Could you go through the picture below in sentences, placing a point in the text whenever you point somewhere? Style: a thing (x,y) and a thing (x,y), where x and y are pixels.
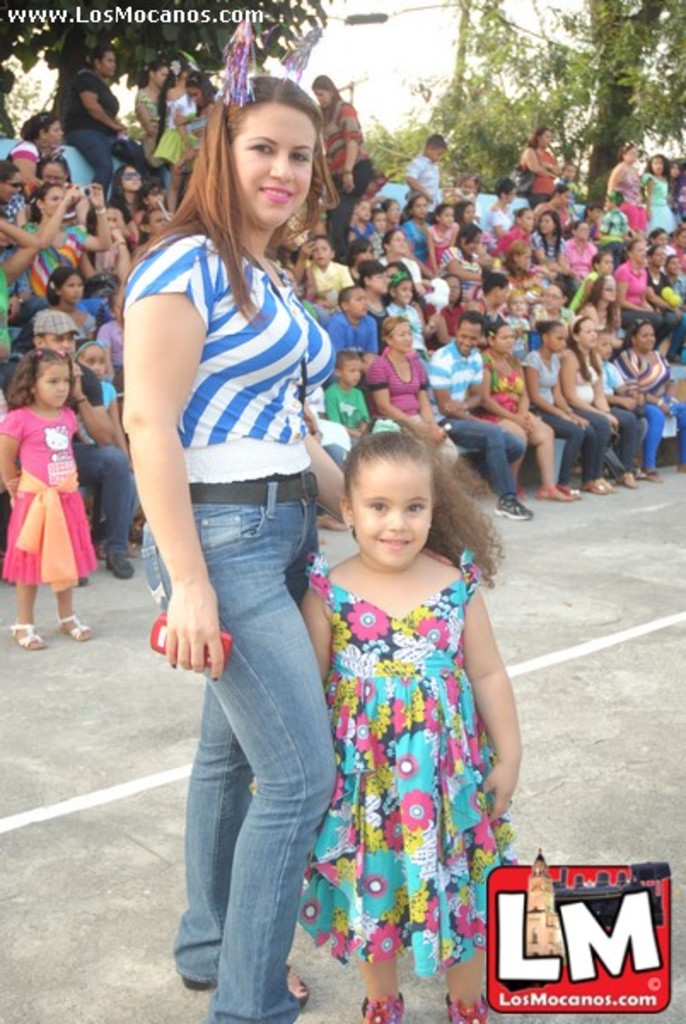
In this image in the front (248,413) there are persons (272,548) standing and smiling. In the background (117,271) there are persons (389,307) sitting and standing. There are trees (459,71).
